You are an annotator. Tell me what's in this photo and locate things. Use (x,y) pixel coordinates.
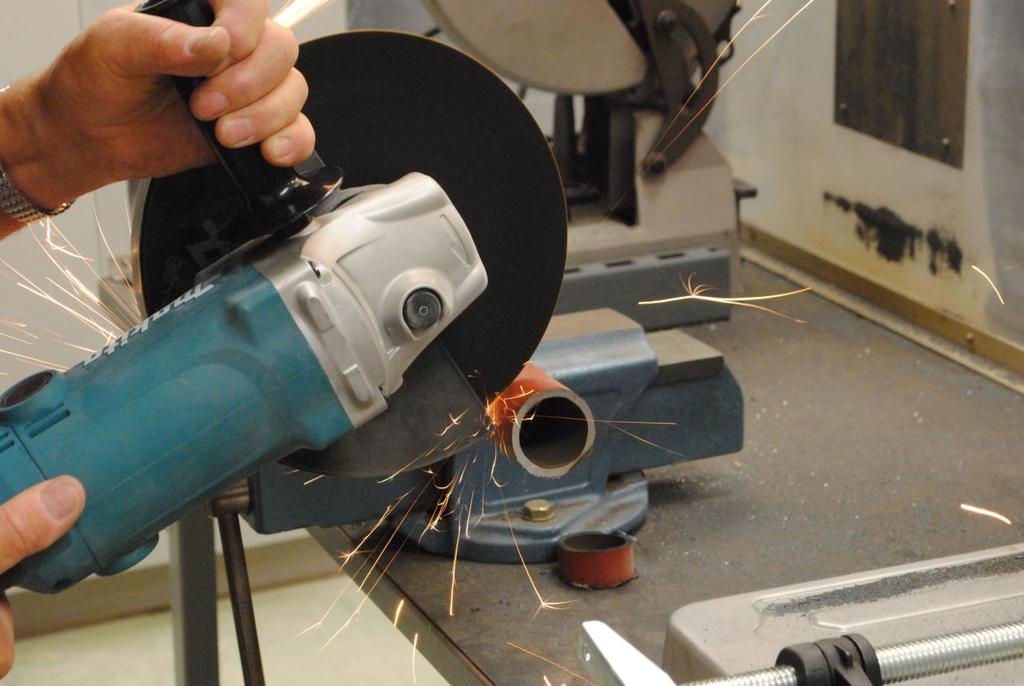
In this image we can see a person hand (153,123) with a watch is holding a machine (290,244). There are sparks of fire (390,507). On the left side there is a wall (816,146).
